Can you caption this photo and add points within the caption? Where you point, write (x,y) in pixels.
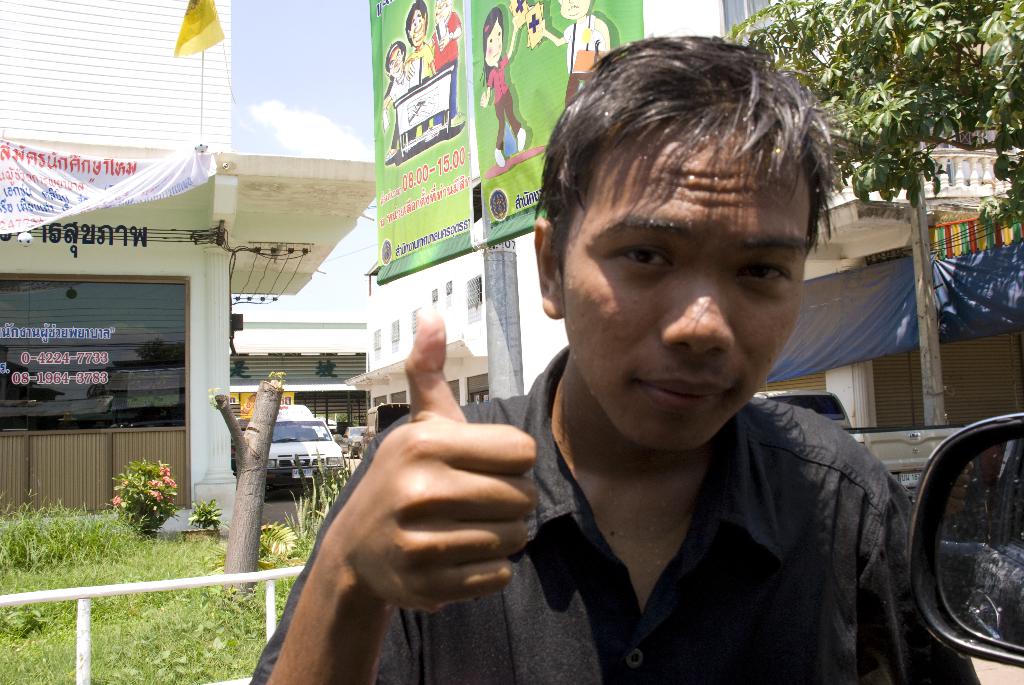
In this image I can see a person (624,346) wearing black color dress (623,607) is standing. In the background (188,582) I can see the railing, few plants (60,524), few trees (1005,50), few buildings (248,265), few banners (47,179), a yellow colored flag (183,28), a vehicle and the sky (288,94) in the background (297,61).
